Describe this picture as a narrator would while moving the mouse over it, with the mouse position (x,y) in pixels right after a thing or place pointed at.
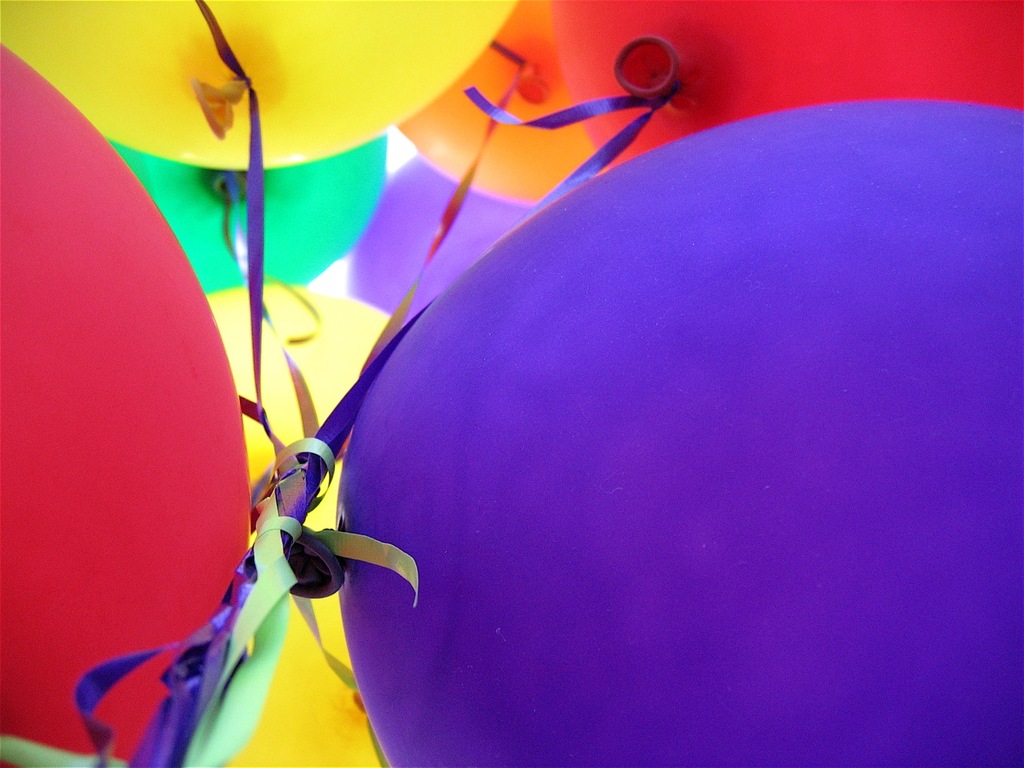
In this picture we can see balloons (459,84) of different colors such as yellow, green, red, orange, blue and ribbons (250,213) tied to them.
